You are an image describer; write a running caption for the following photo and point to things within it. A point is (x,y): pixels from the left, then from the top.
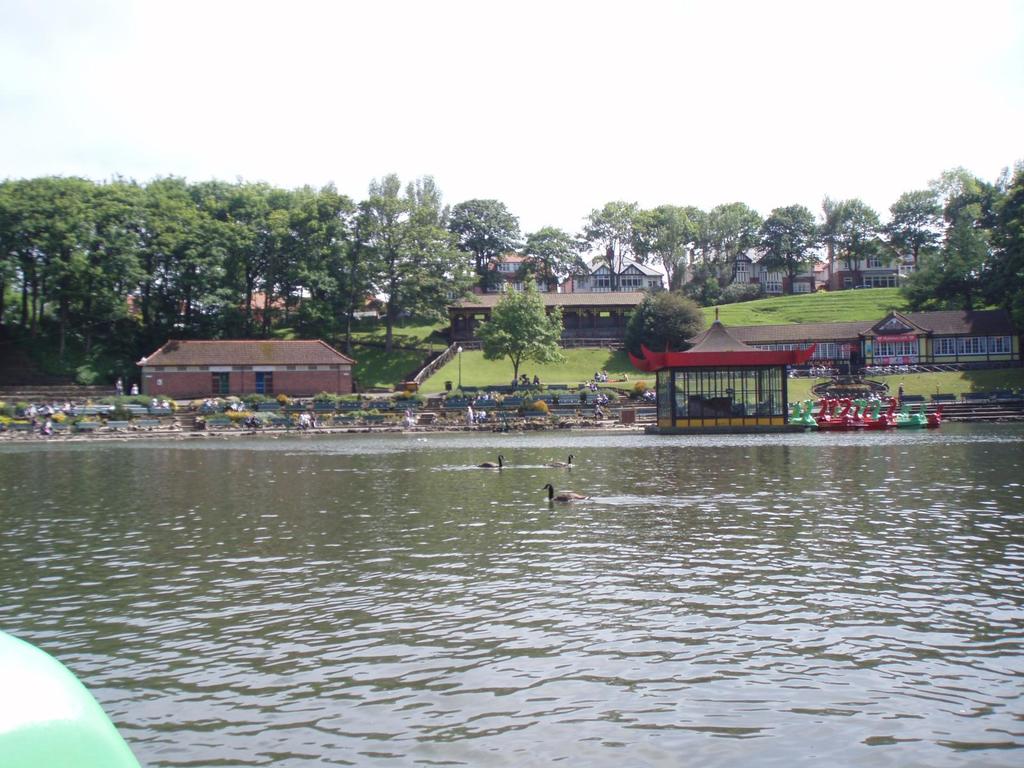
In this image we can see the houses (774,272). There is also roof (672,360) for shelter and also trees (424,274) and grass (808,297). We can also see the birds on the surface (526,541) of the river (736,534). There are also boats (858,412) on the right (879,413). At the top (443,91) there is sky (551,79).
